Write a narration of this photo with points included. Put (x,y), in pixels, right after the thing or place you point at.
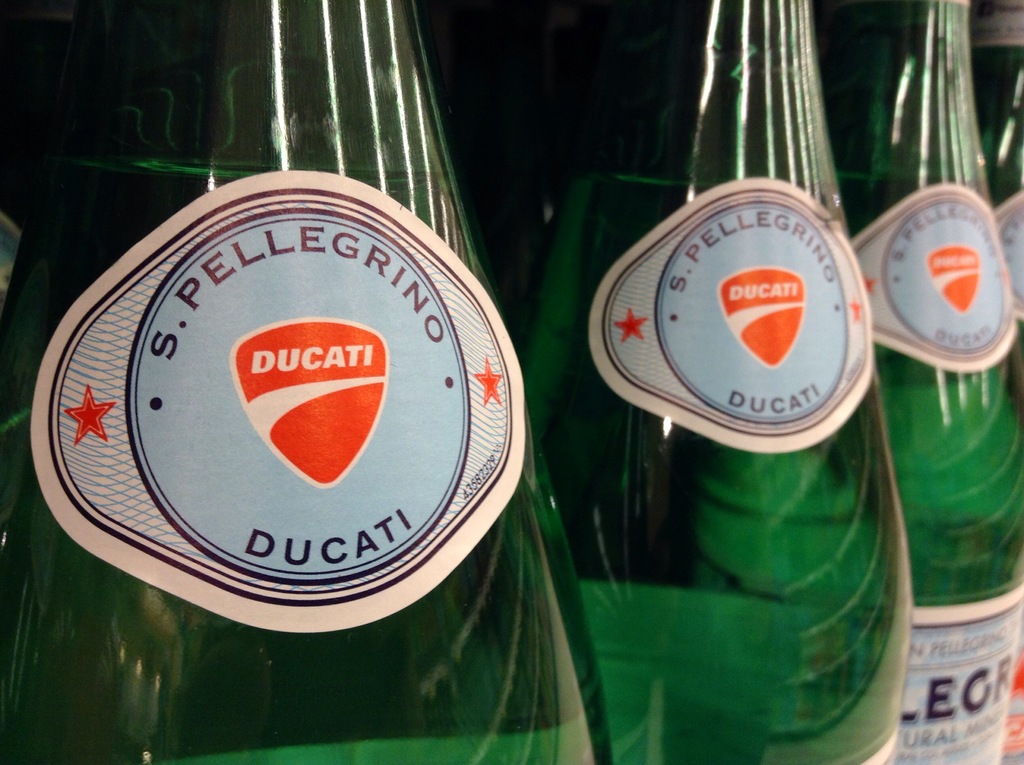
In the image there are few bottles (456,172).
